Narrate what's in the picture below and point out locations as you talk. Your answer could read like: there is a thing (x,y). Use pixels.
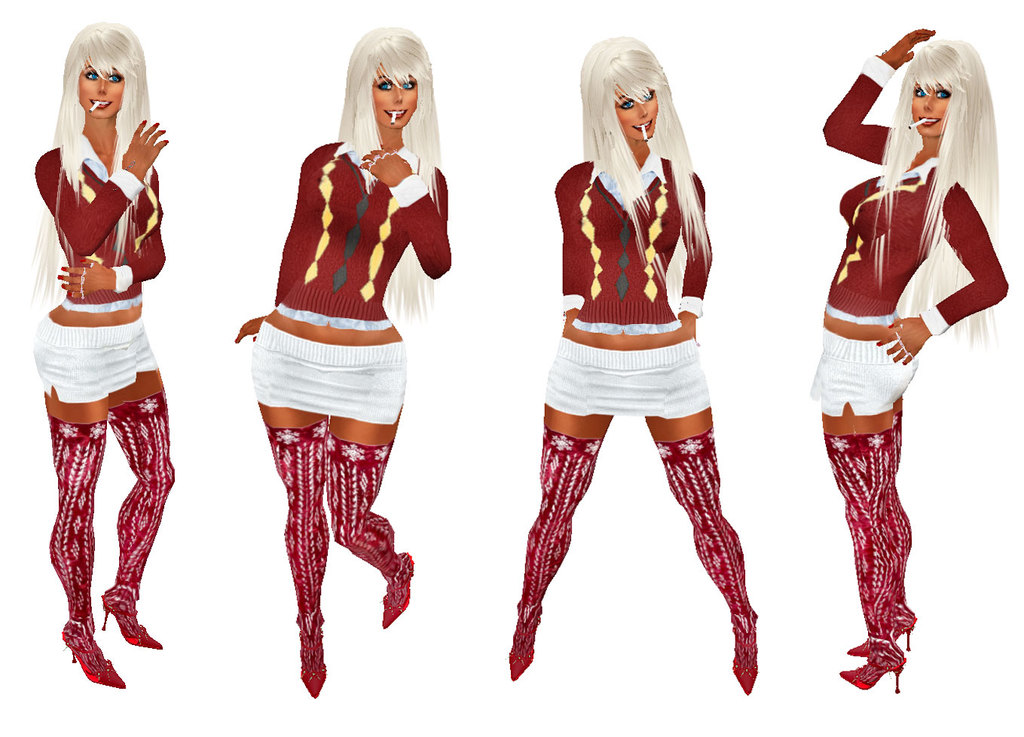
In this picture we can see cartoon images (407,263) of four women (698,483) and in the background (422,533) we can see it is white color.
